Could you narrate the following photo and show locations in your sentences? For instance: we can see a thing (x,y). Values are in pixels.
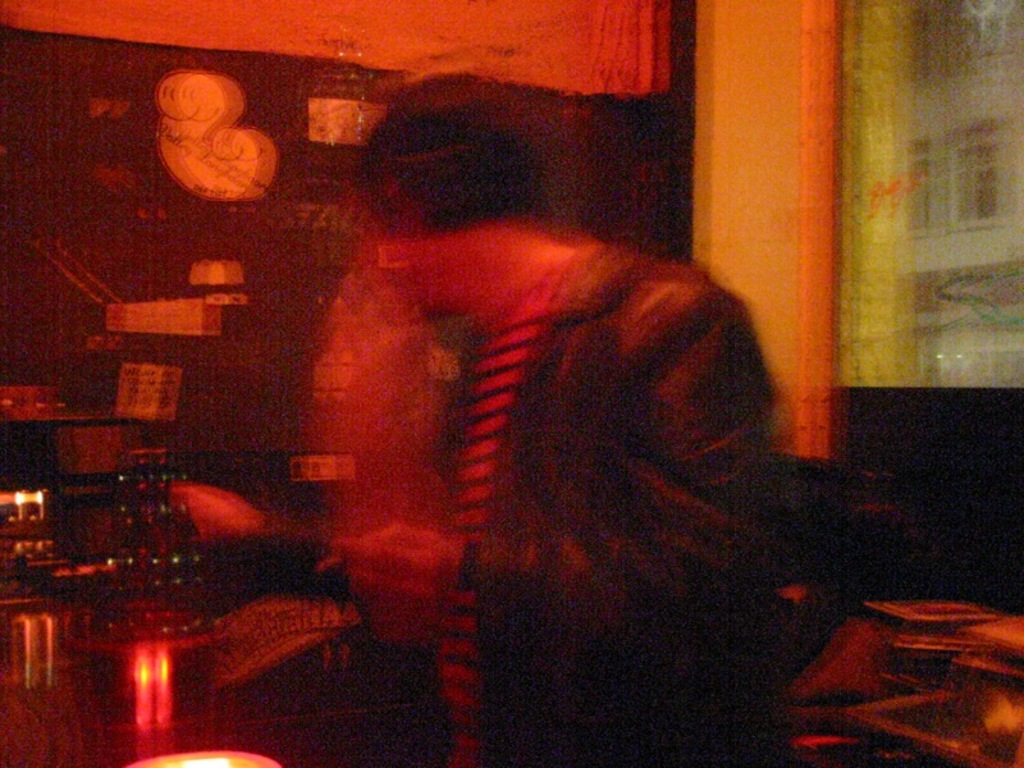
In this image we can see a person (421,378), around him there are some objects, on the left side of the image (285,246) there is a wall (360,164) with some objects (315,125) and we can see a pillar (777,227).
